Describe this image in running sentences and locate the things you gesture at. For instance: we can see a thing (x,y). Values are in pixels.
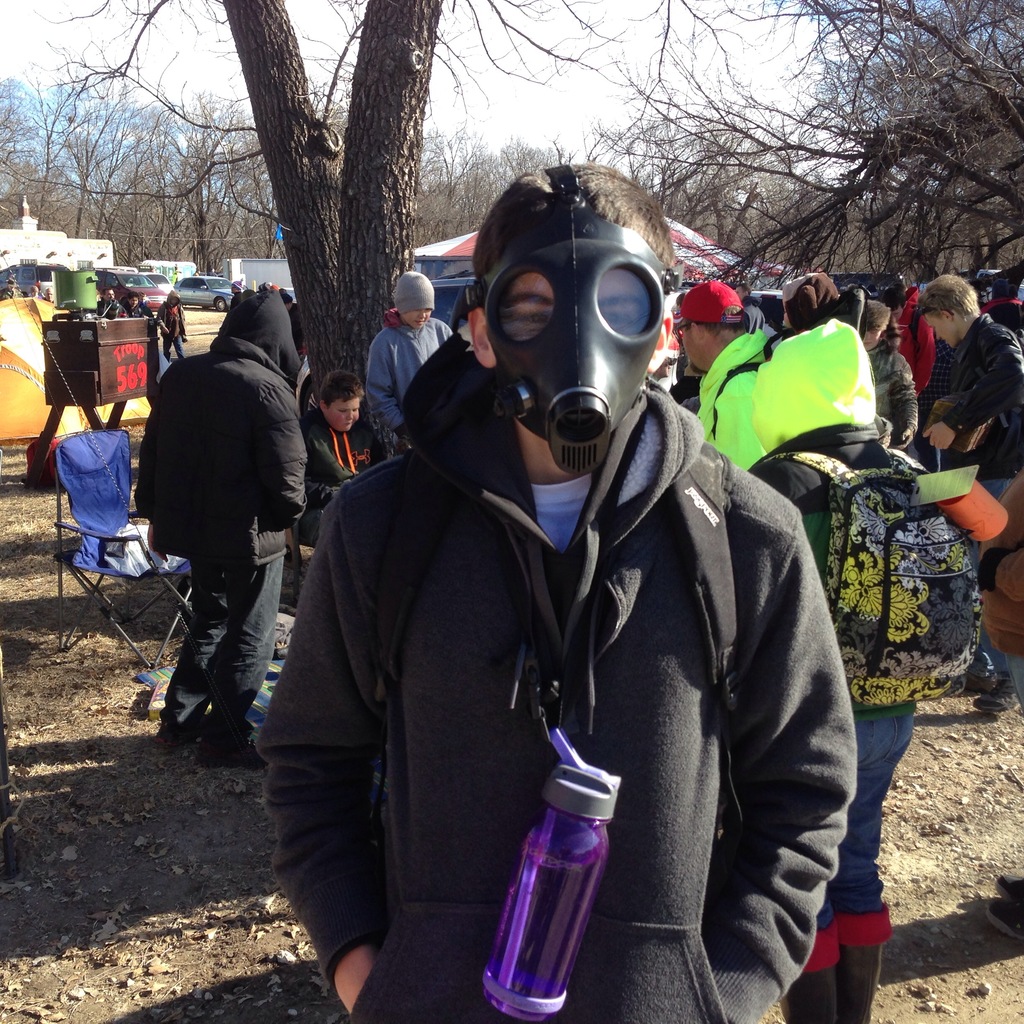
In this image we can see some people (681,746) and among them a person (397,787) standing wearing a mask (586,444). In the background (279,45), we can see a few vehicles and some trees (273,58) and there is a chair (58,515) behind the person (585,641).
